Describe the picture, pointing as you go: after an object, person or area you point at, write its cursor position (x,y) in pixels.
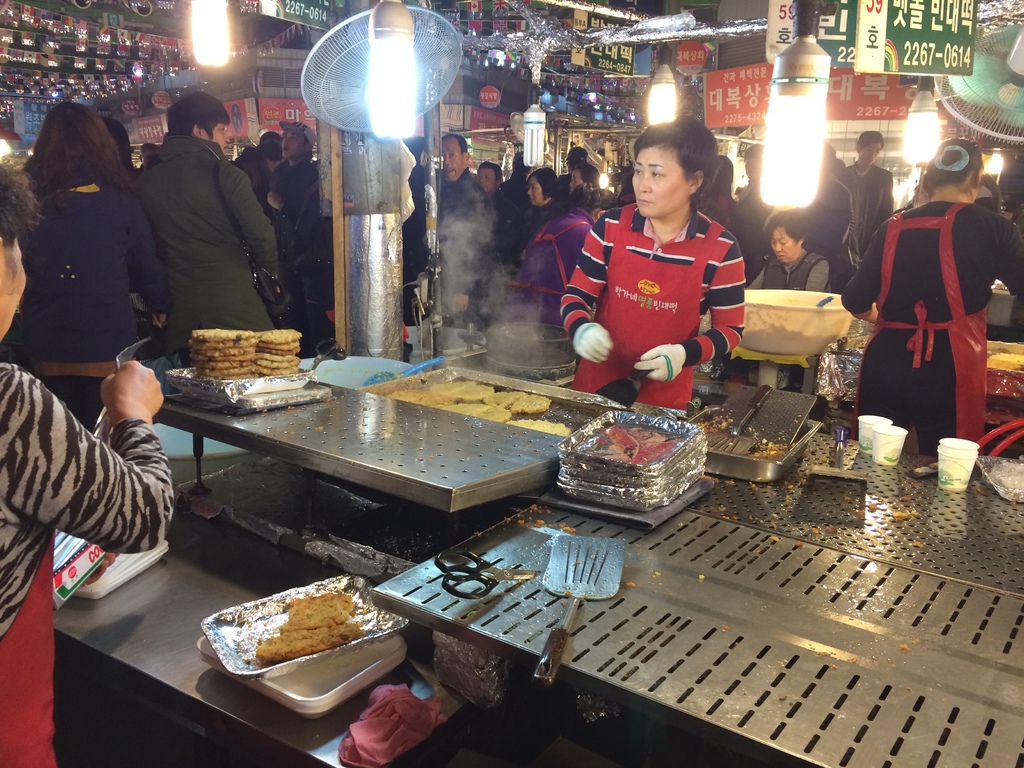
In the picture I can see group of people (443,192) are standing on the ground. Here I can see food items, scissor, glasses (968,481), plates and some other objects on a metal surface (658,546). I can also see fans (361,72), lights (538,130) and some other objects (258,124).
